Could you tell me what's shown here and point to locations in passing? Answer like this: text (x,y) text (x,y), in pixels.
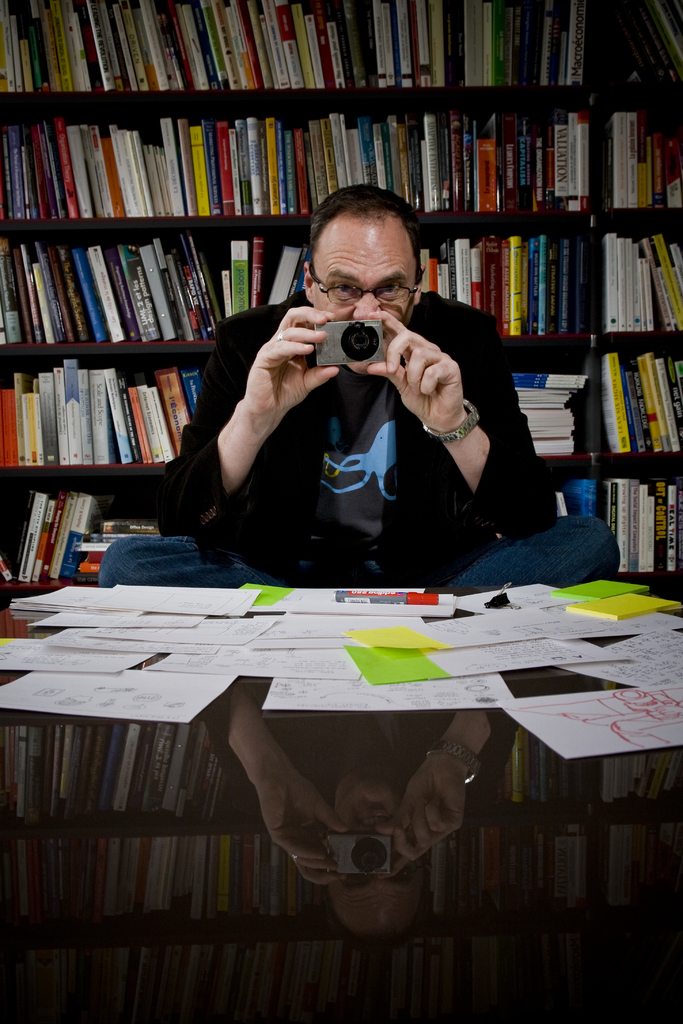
In this picture I can see papers (441,641), marker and a binder clip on the table (625,812), there is a man (334,442) sitting and holding a camera (361,331), and in the background (516,55) there are books (55,310) in the racks (639,464).
